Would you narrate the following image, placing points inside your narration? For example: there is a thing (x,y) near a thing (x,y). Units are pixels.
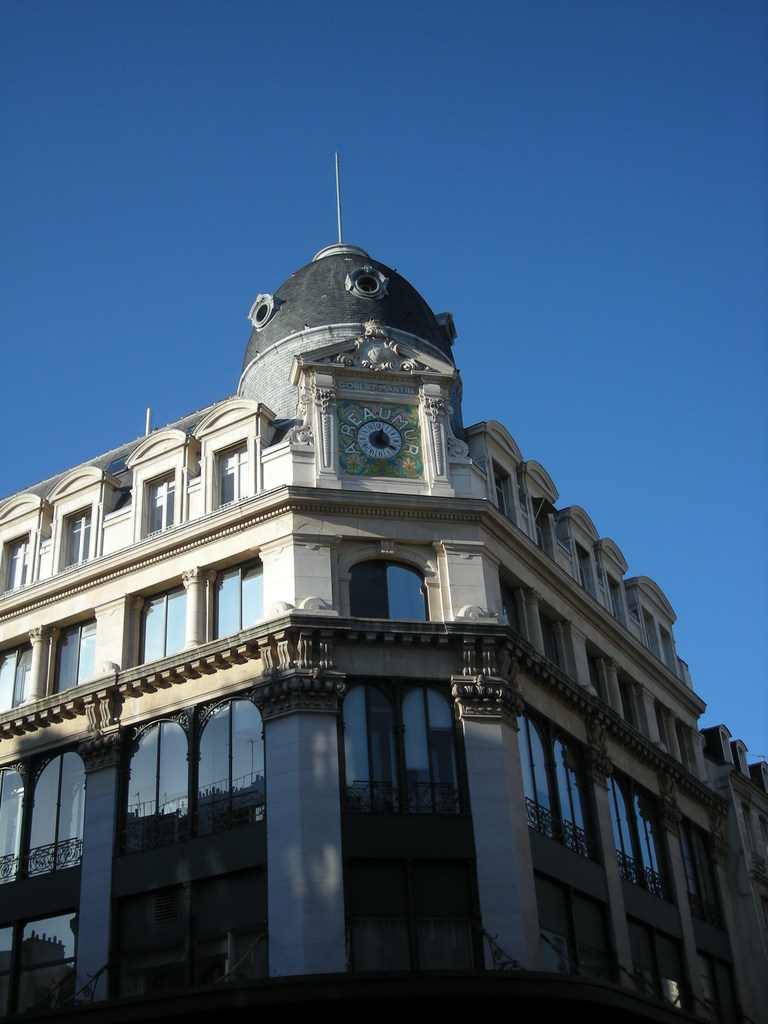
In this image there is a building (400,655), in the background (606,420) there is the sky (744,441).
